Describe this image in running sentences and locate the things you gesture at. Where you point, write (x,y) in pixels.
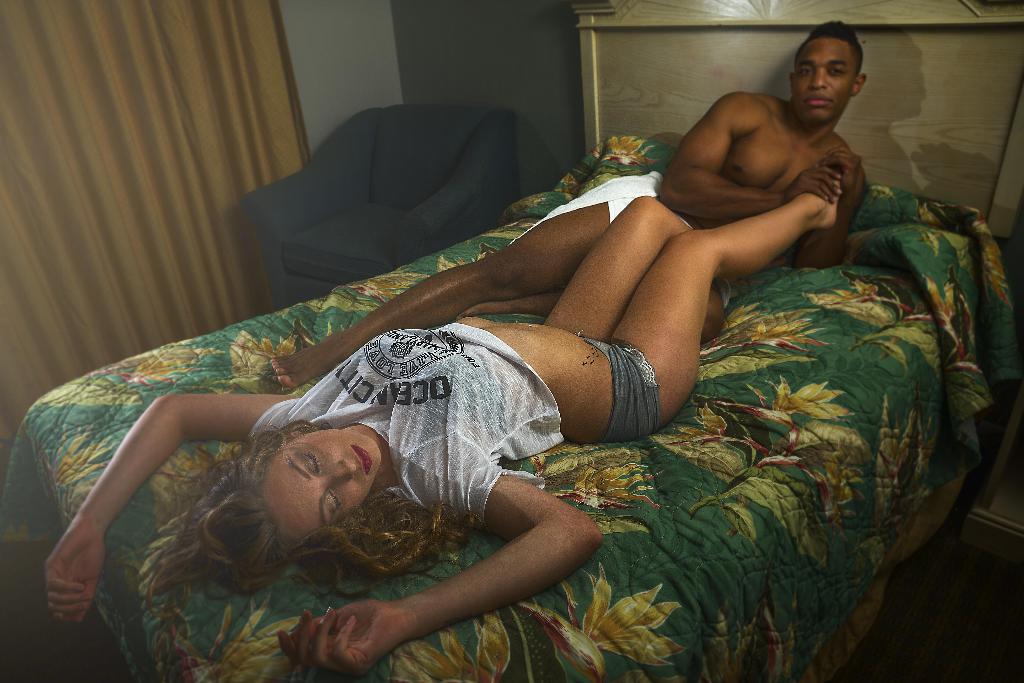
In the center of the image (518,377) we can see two persons (613,367) are lying on a bed (778,488). In the background of the image (60,184) we can see a couch (343,187), curtain (288,86), wall (387,62). In the bottom right corner (923,637) we can see the floor (966,573).
